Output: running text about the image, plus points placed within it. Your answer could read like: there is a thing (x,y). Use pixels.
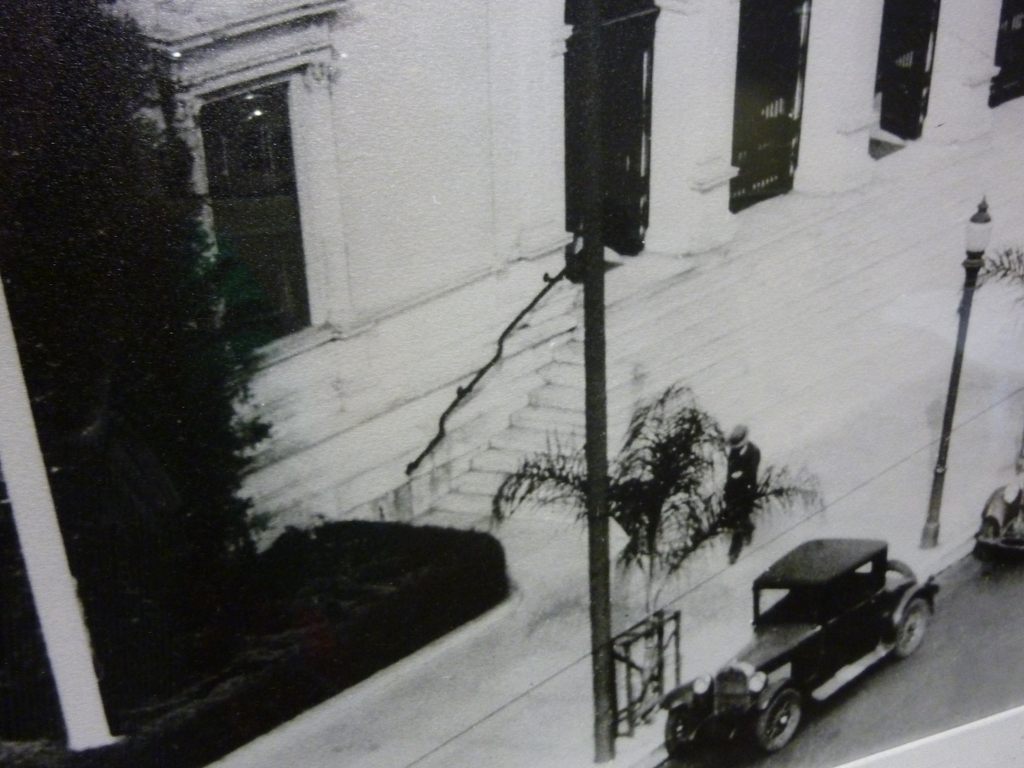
In this picture we can see vehicles (865,647) on the road (778,758), poles (591,513), plants (657,446) and in the background (570,317) we can see a building (707,68) with a window (277,118), steps (702,288).
